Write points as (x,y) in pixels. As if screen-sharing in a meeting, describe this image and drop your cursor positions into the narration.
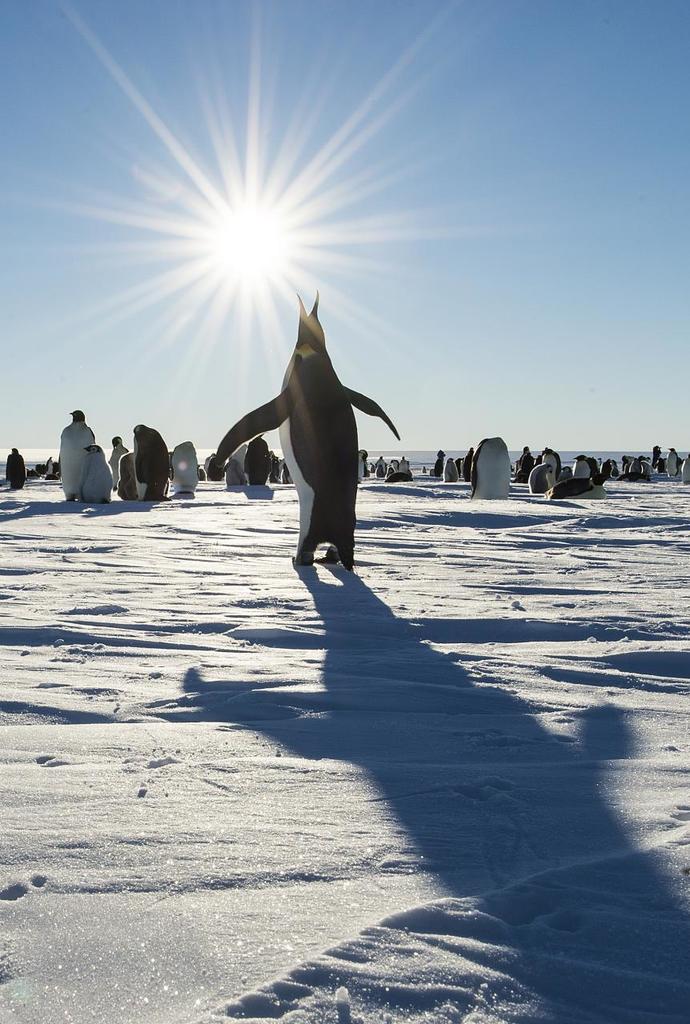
In this picture we can see penguins (78,445) on snow (120,718) and in the background (515,62) we can see the sky (439,315).
